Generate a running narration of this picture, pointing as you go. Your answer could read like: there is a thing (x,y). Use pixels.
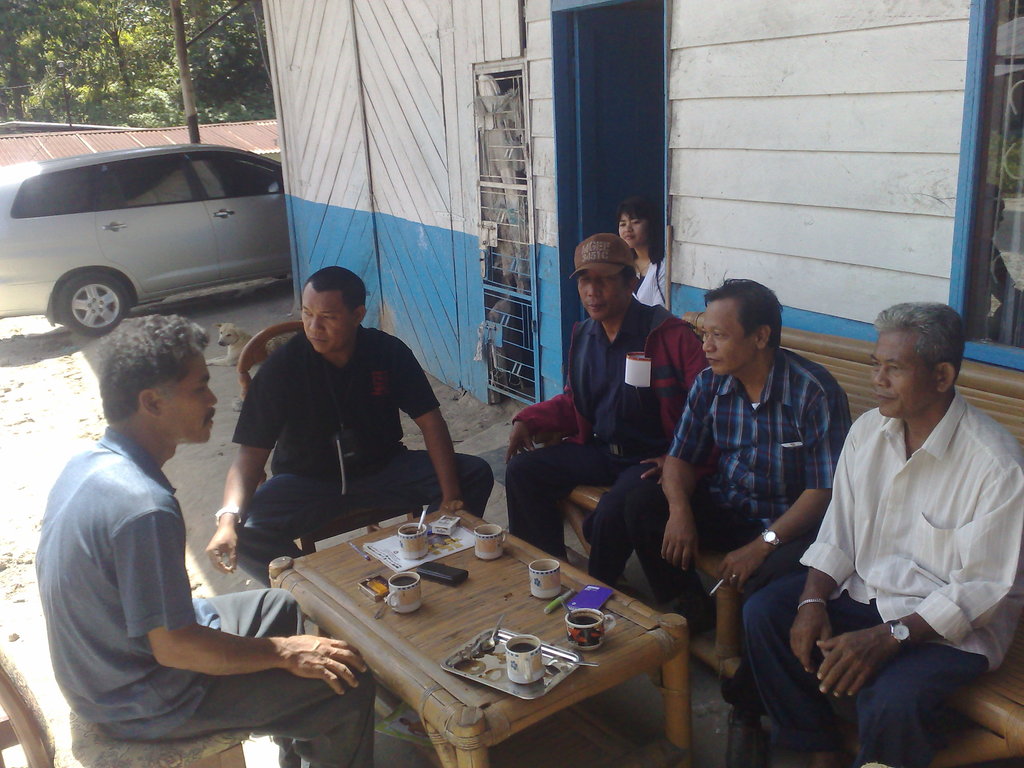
The picture consists of few men (139,514) sat on wooden chair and wooden sofa (990,736) in front of them there is wooden table (456,725) with coffee mug (526,670) and tray (475,667) on it. Over to the right side (914,202) there is a home (872,65) with lady (635,232) at the entrance (642,219) and left side (131,168) there is a car (116,213).
